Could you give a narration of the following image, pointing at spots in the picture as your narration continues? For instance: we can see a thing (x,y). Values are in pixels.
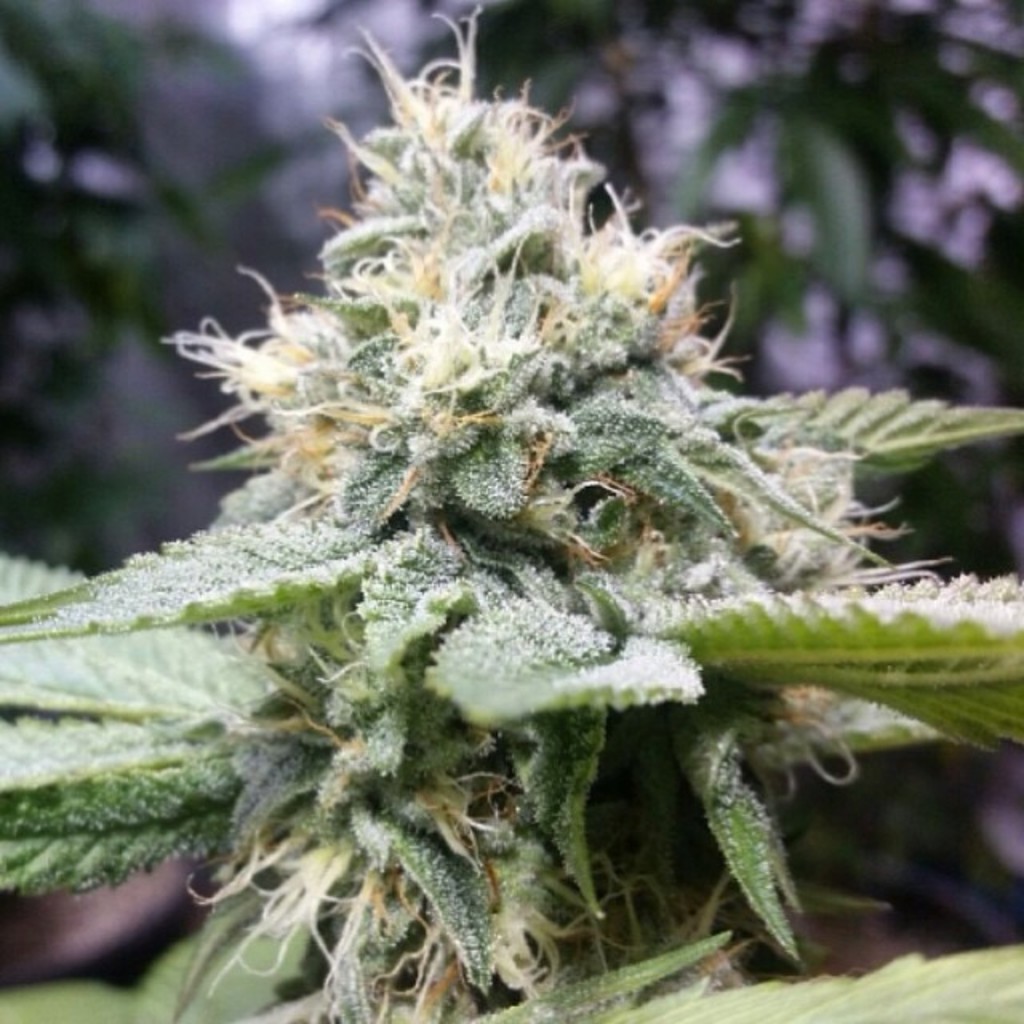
In this image I can see the plant (459,796) and the plant (519,774) is in green color, background (20,56) I can see few trees (53,35) in green color and the sky (265,31) is in white color.
